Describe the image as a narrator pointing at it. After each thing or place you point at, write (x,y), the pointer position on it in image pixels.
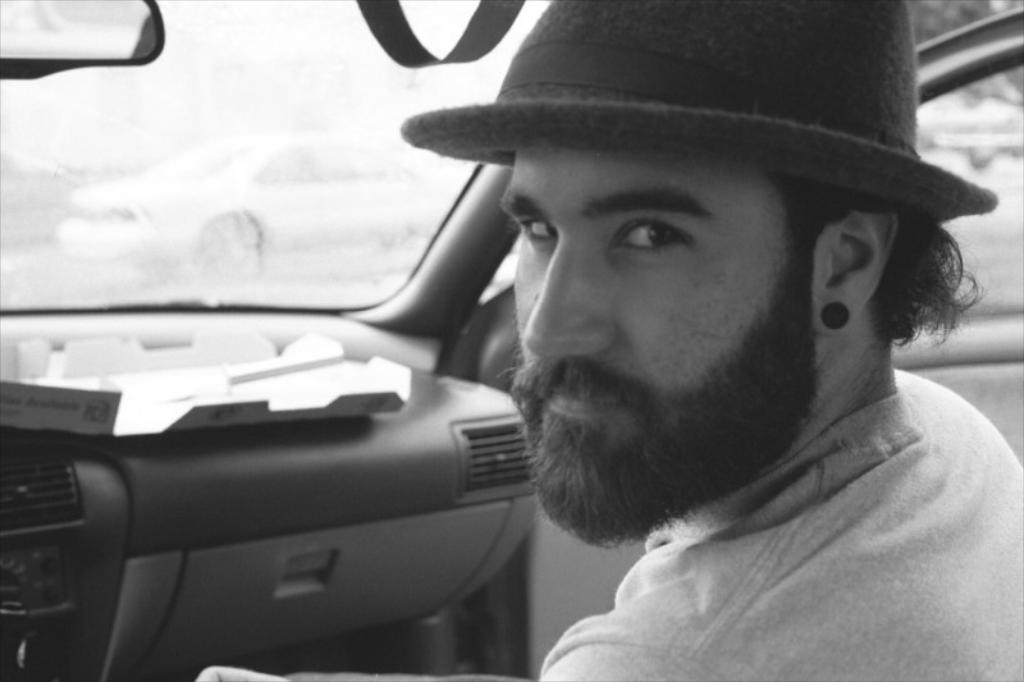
In this picture there is a man (827,278) sitting is wearing a hat (586,82) and the door (993,356) is open and there is a windshield (236,133) in front of him.
